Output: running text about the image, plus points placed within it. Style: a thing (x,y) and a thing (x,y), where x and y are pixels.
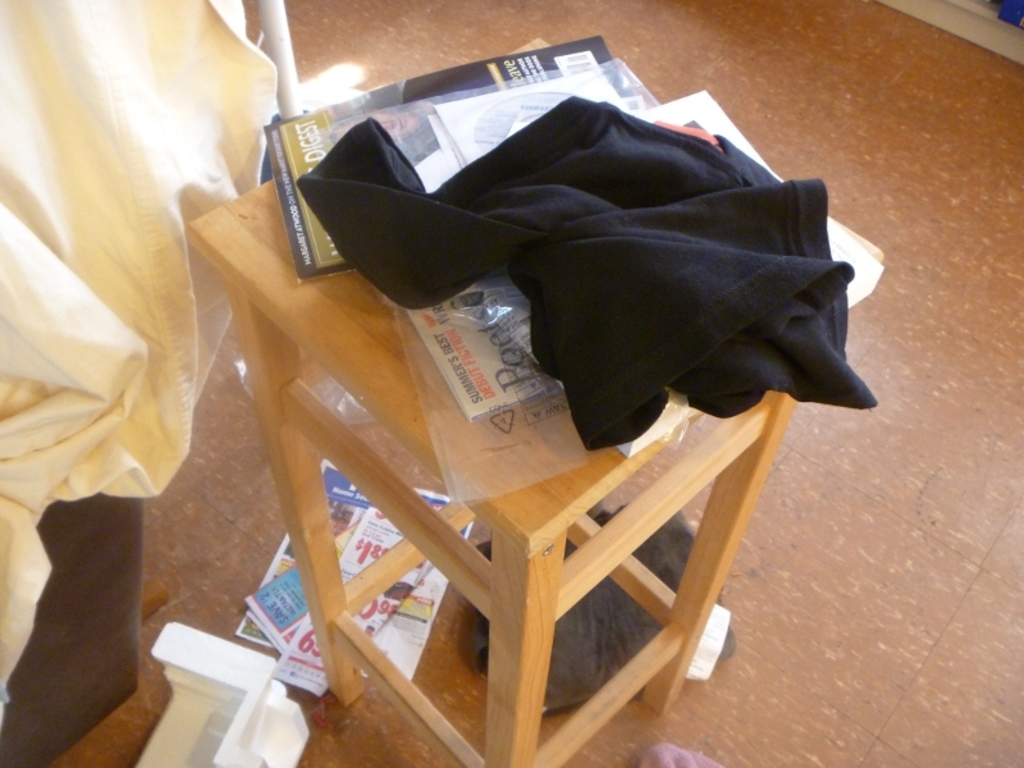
This is the wooden stool (323,367) with a magazine (304,232), black cloth (500,260), papers (699,126) and CD (505,116) on it. I think this is a bed sheet (99,285). I can see the papers (289,612), a piece of thermocol (226,683) and a cloth (624,655) are lying on the floor (795,509).
